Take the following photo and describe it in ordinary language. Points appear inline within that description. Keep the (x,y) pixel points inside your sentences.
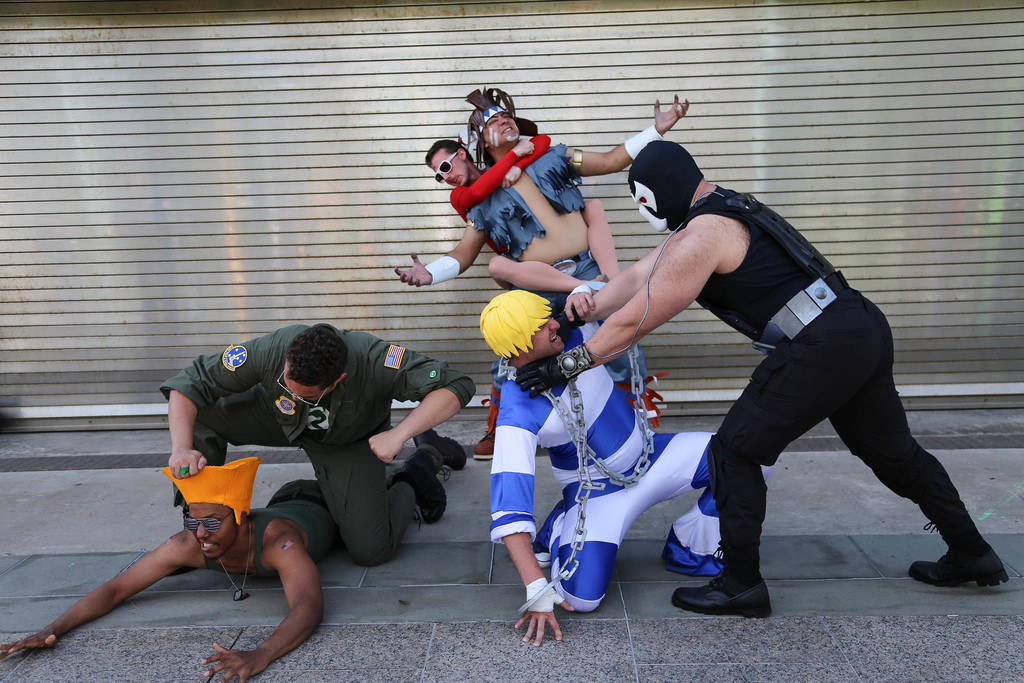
This picture is clicked outside. In the foreground (423,563) we can see the group of persons (382,405) seems to be fighting with each other. In the background (945,89) there is a shutter (238,172).
